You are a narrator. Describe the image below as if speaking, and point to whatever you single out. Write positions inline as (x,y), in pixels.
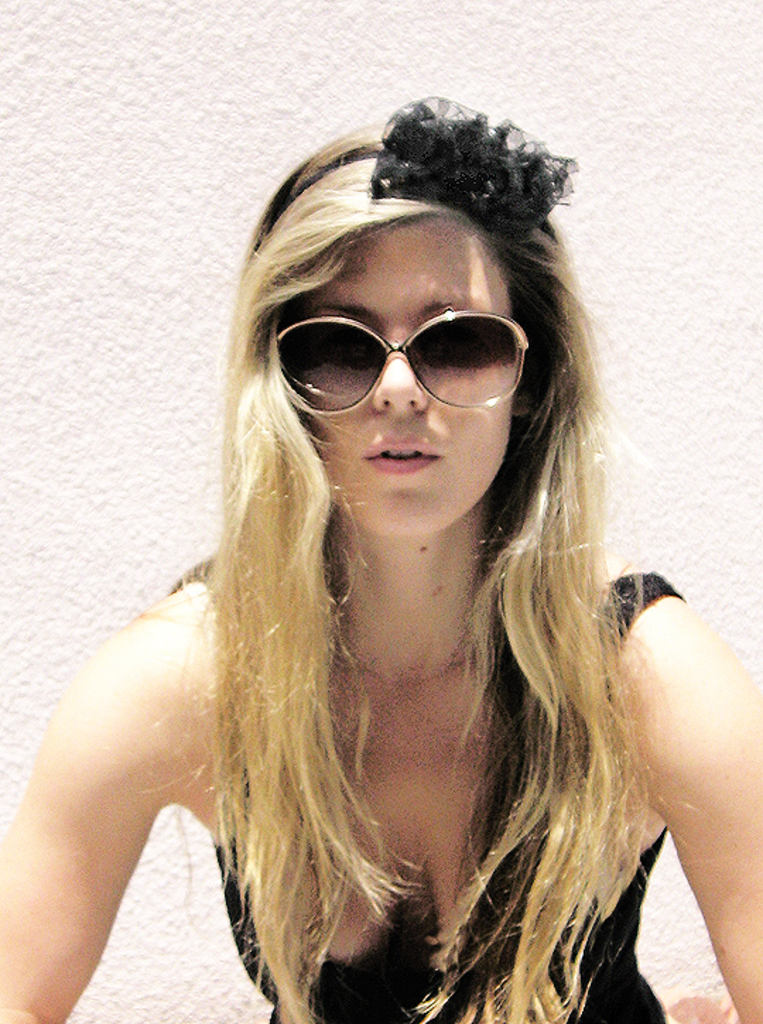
In the image there is a woman (366,342) with blond hair (317,623) and black top (625,1023) standing in front of wall (200,53), she is wearing glasses (463,377).
